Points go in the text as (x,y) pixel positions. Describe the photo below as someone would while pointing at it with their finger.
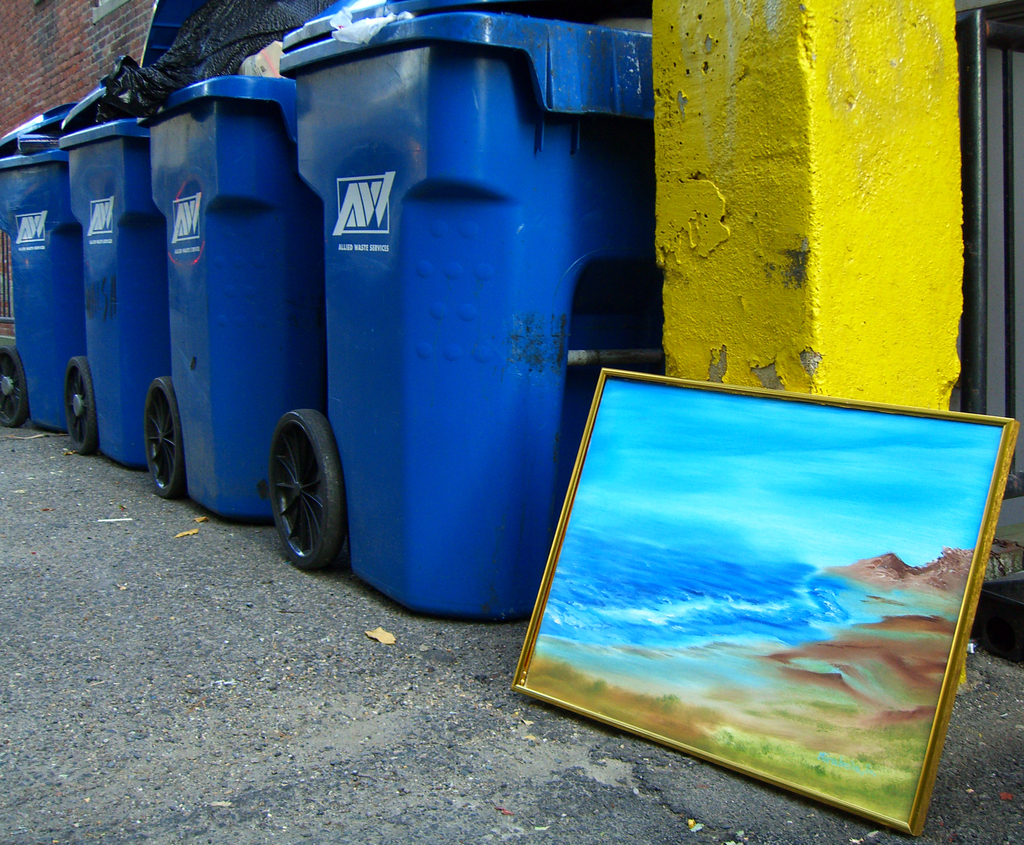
On the right side (798,187) there is a yellow pillar (819,231). Near to that there is a painting (691,491) with frame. Also there are waste boxes (288,245). In the back (78,25) there is a brick wall (59,22).
